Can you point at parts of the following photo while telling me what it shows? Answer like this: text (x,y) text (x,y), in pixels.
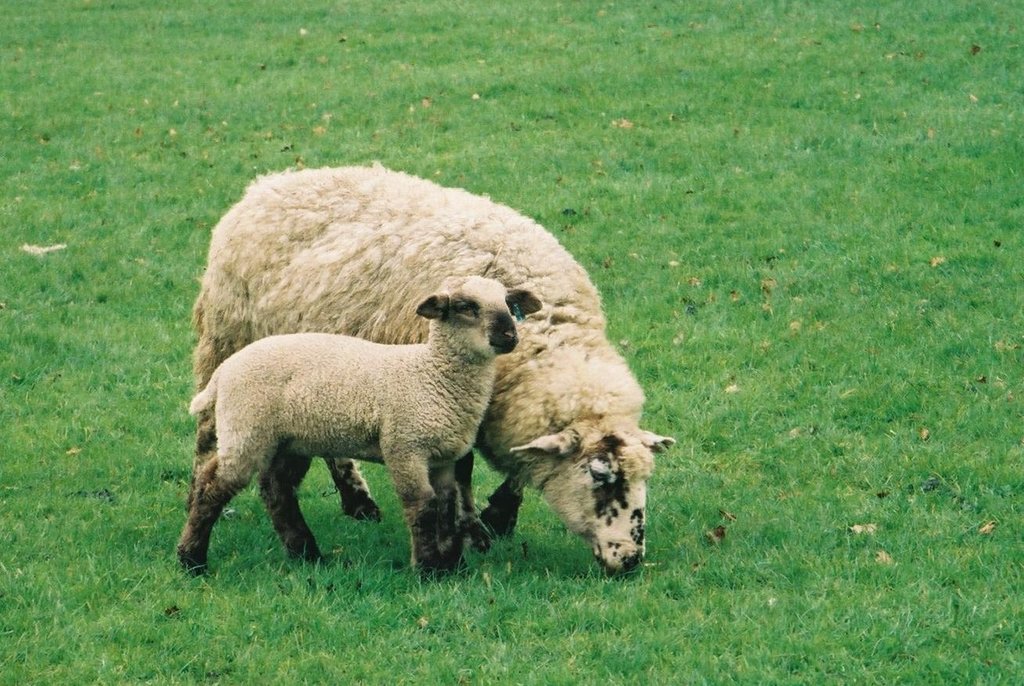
In this image there are two sheeps (438,408) standing on the surface (480,486) of the grass (44,539).
